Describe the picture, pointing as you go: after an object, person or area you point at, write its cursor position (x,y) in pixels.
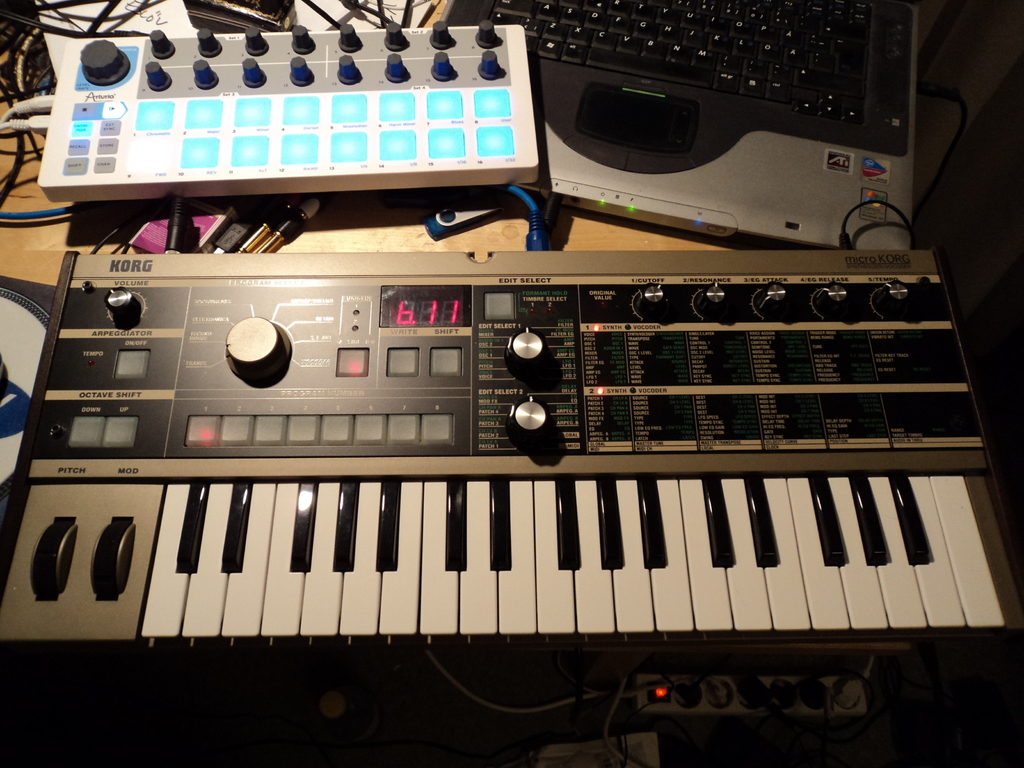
In this image I see a keyboard (546,257), a laptop (458,19) and a musical pad (98,197) and I can also see few wires (335,25).
